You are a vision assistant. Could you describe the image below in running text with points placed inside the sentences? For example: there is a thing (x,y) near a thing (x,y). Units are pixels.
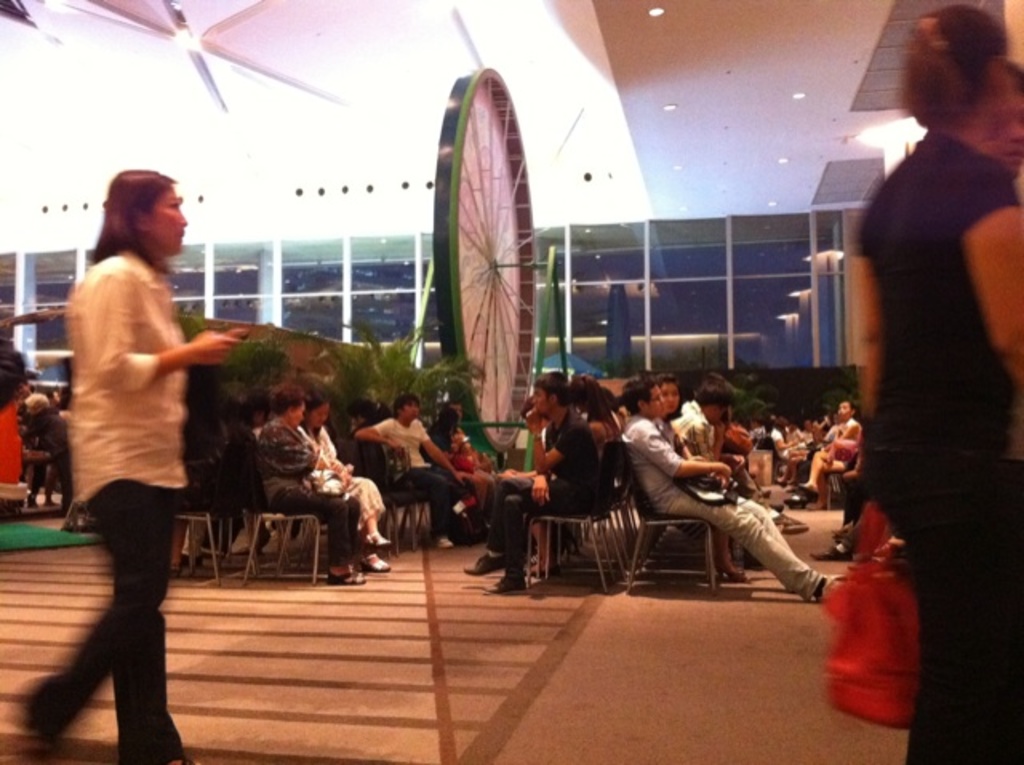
This image consists of many people (525,505) sitting in the chairs (205,514). On the left (138,567) and right, there are two women (161,572) walking. At the bottom (469,701), there is a floor (439,688). At the top (223,66), there is a roof (365,55) along with the lights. In the background (12,307), there are glass windows (47,296). In the middle (512,400), there is a circular object (467,322) and there are plants (405,381).
